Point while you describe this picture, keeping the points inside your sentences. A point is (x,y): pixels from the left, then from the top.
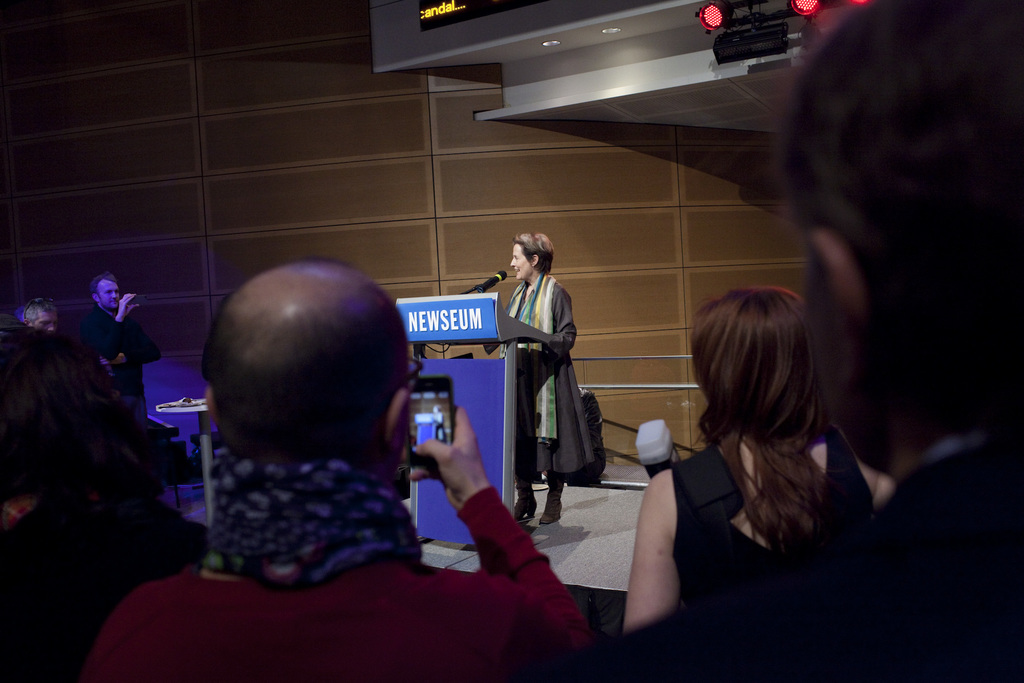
In this image we can see a few people (837,399) standing, microphones (483,291), there is a stage (582,555) and some text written on the board (443,4), on the top (715,21) there is a light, in the background (561,215) we can see the wall (549,222).
